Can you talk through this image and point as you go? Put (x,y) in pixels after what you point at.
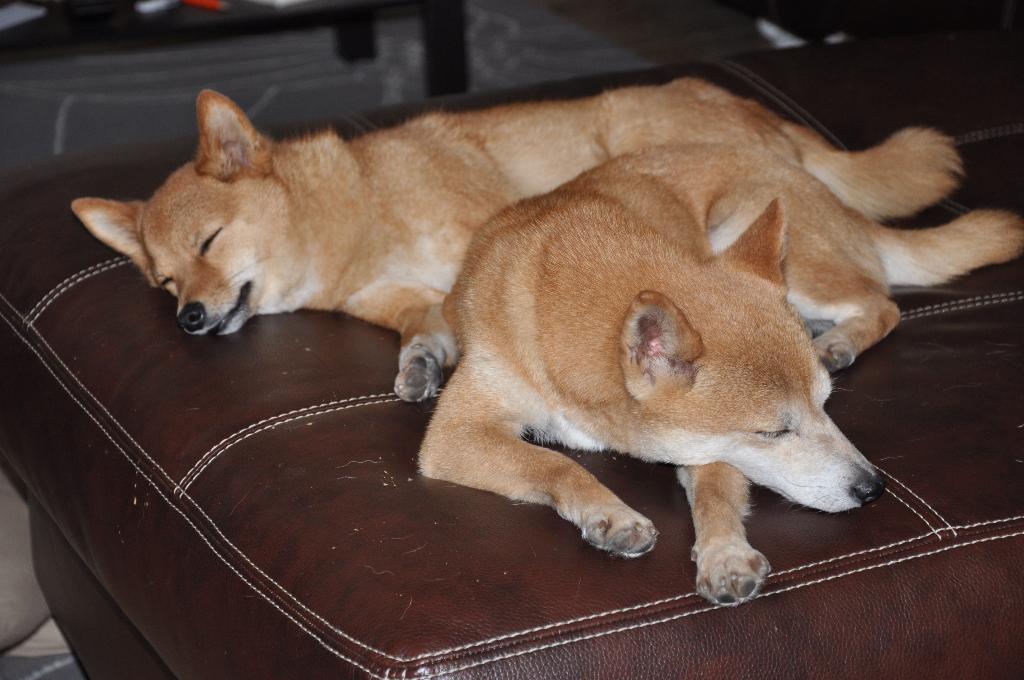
In this picture we can see two dogs (447,271) on a brown leather ottoman (371,667) and in the background (275,22) we can see some objects (42,40).
